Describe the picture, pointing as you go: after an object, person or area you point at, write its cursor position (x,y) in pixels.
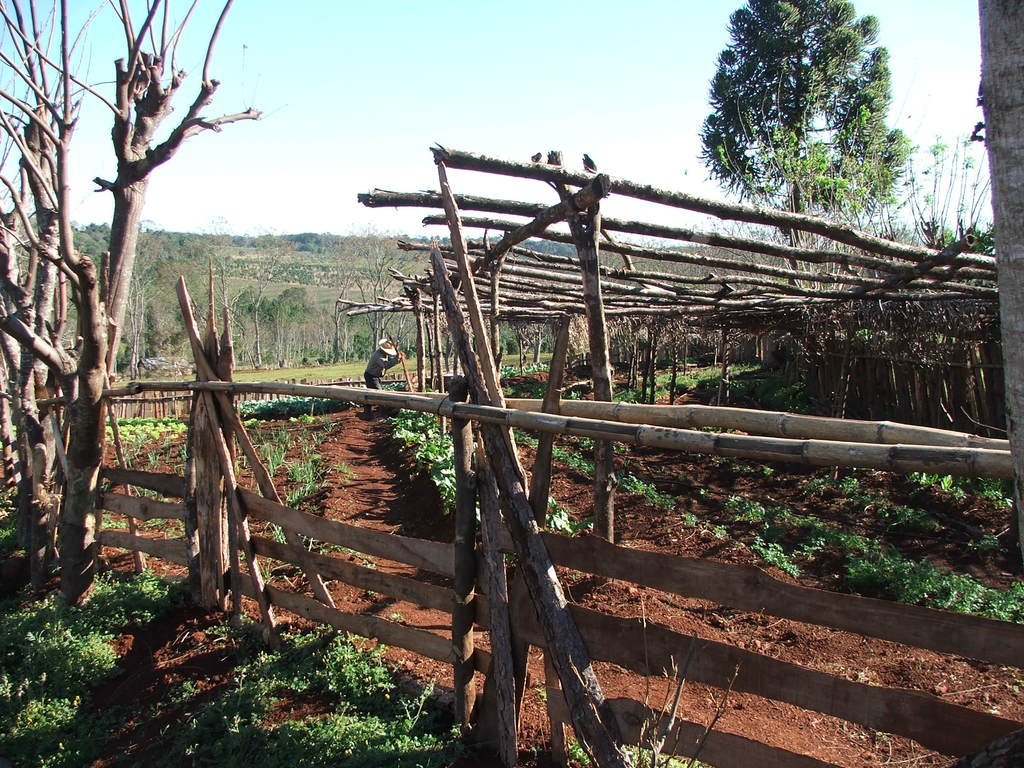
In this image we can see some plants (399,434) inside the fence (339,531). We can also see a bark (1019,378) of a tree (1005,375), branches (445,289) and a person (390,345) holding a stick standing near the plants (404,420). On the backside (297,274) we can see some trees (300,313) and the sky (534,52).
